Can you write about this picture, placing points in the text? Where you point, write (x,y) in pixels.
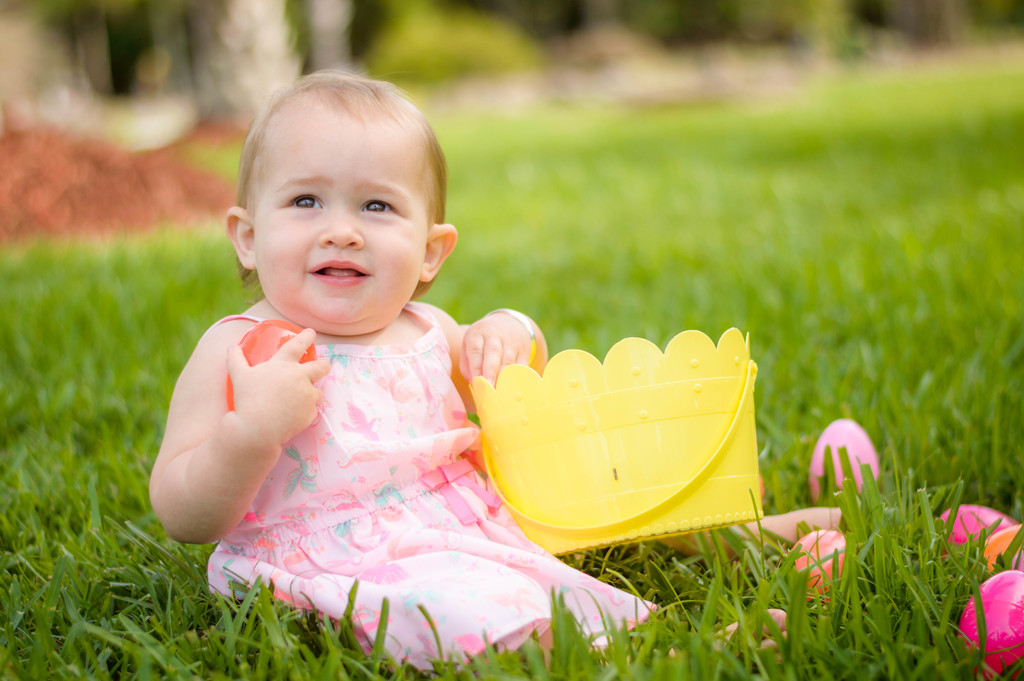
In this image, we can see a baby (381,423) is sitting on the grass (605,660) and holding few objects (564,442). On the right side of the image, we can see few toys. Background (68,6) there is a blur view.
